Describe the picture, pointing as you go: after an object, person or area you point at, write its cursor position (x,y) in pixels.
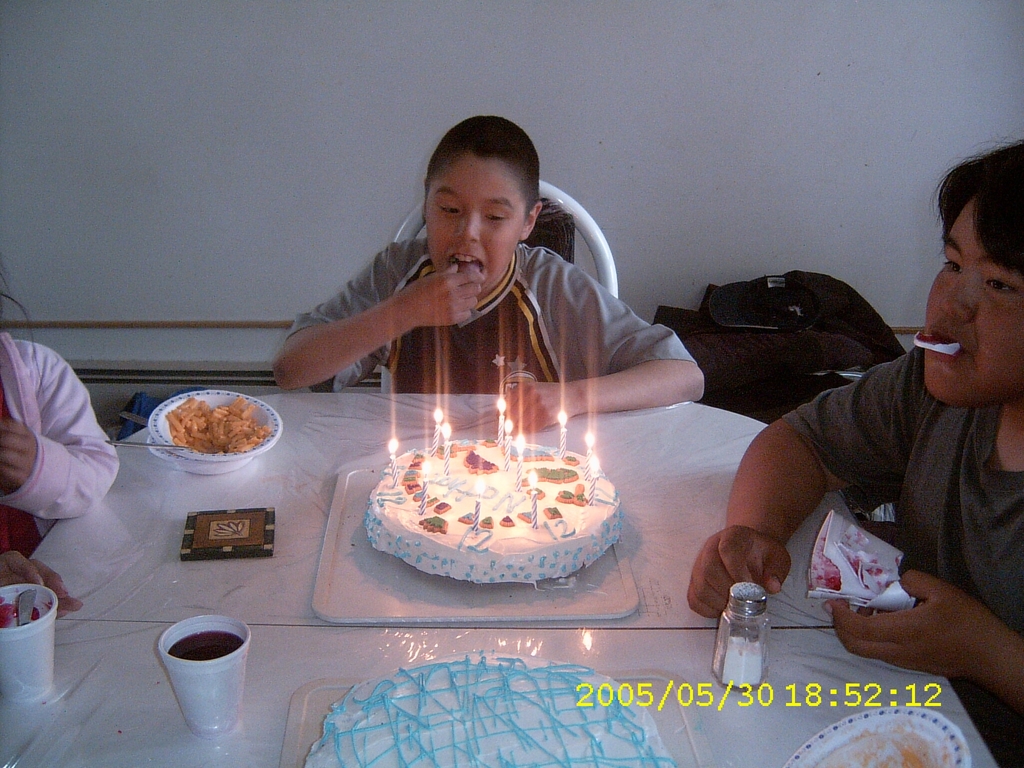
In this image in front (674,482) there is a table (668,463). On top of it there are cakes (498,533). There are candles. There are food items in a bowl (228,467). There are cups (184,629), spoons (29,607) and a few other objects (481,612). There are people (444,297) sitting on the chairs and they are eating. In the background of the image (543,27) there is a wall (575,59). In front of the wall (743,116) there are some objects (853,295). There is some text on the right side of the image (713,694).
